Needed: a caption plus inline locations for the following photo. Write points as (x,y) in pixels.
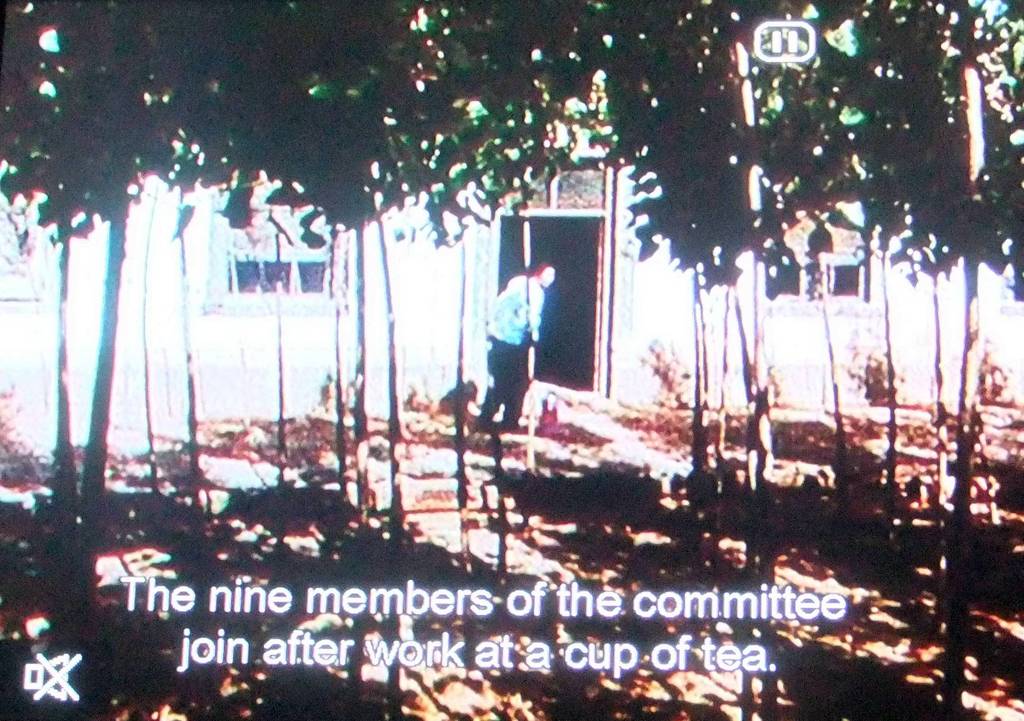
In this picture there is a woman (503,310) who is standing near to the building (703,310) and door (519,273). At the top (691,186) I can see the trees (719,201). At the bottom (541,592) there is a watermark (371,655).
